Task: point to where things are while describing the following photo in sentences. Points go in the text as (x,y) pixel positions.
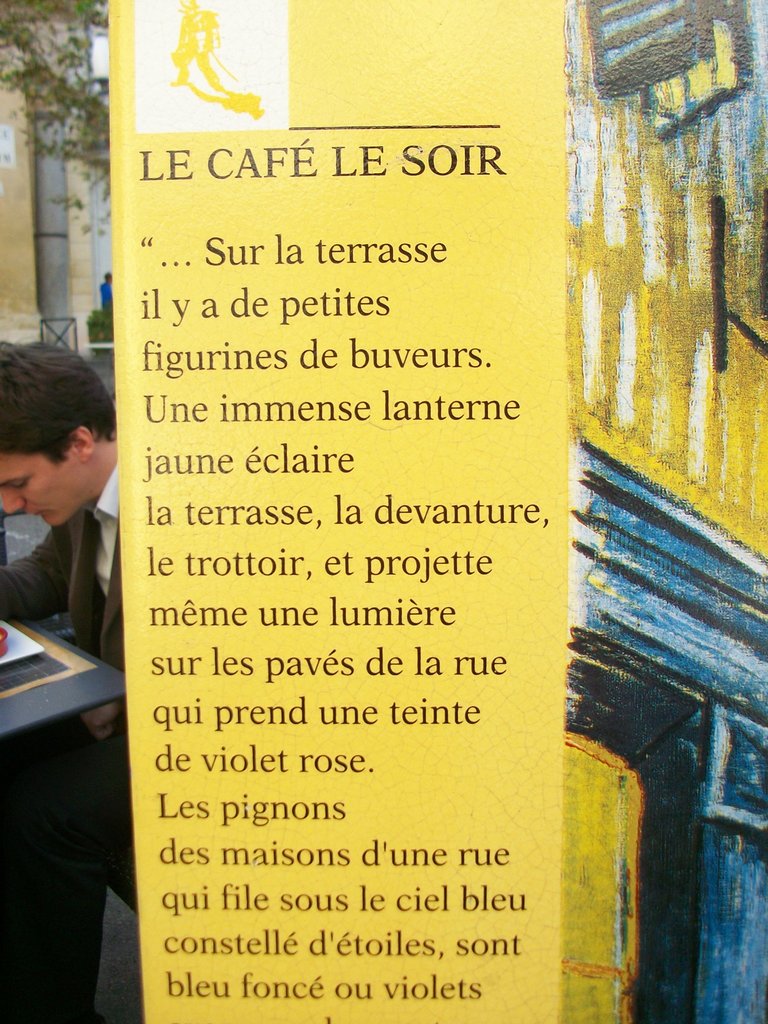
In this image I can see a text (390,505), painting (651,209) and a person (88,473) is sitting on the chair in front of a table (40,707). In the background (111,265) I can see a tree (61,77), house (73,273) and a door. This image is taken may be during a day.
